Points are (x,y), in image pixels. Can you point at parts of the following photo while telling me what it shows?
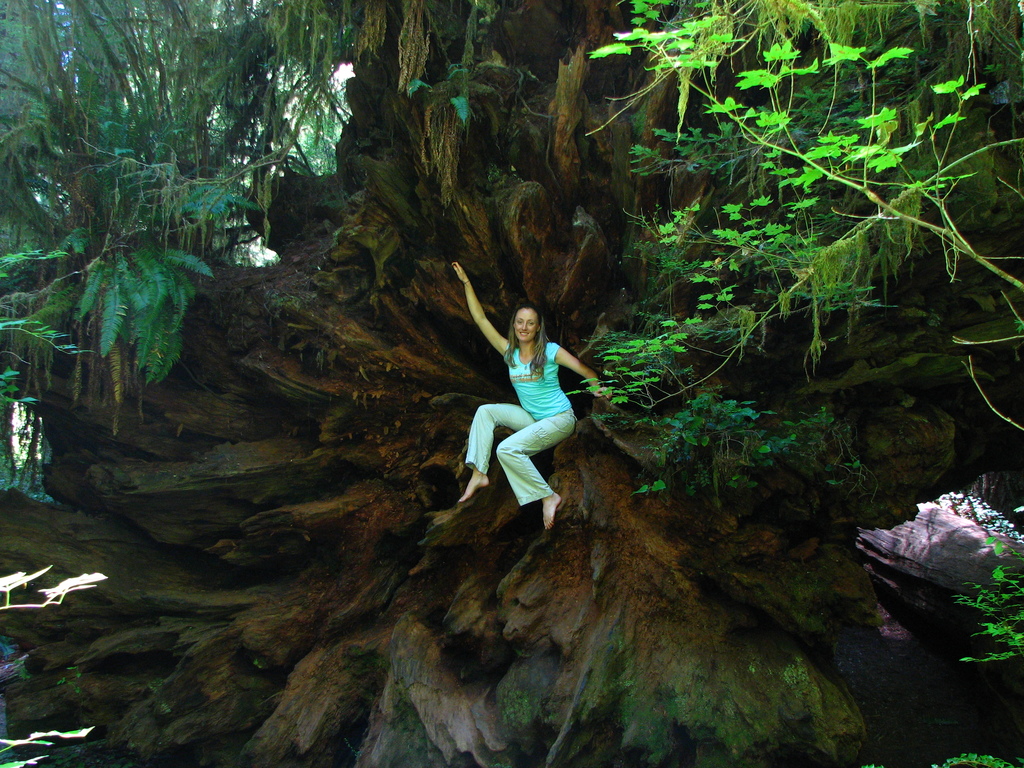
In the picture there is a woman (551,344) sitting on a branch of a tree (546,260), there are trees (566,267) present.
